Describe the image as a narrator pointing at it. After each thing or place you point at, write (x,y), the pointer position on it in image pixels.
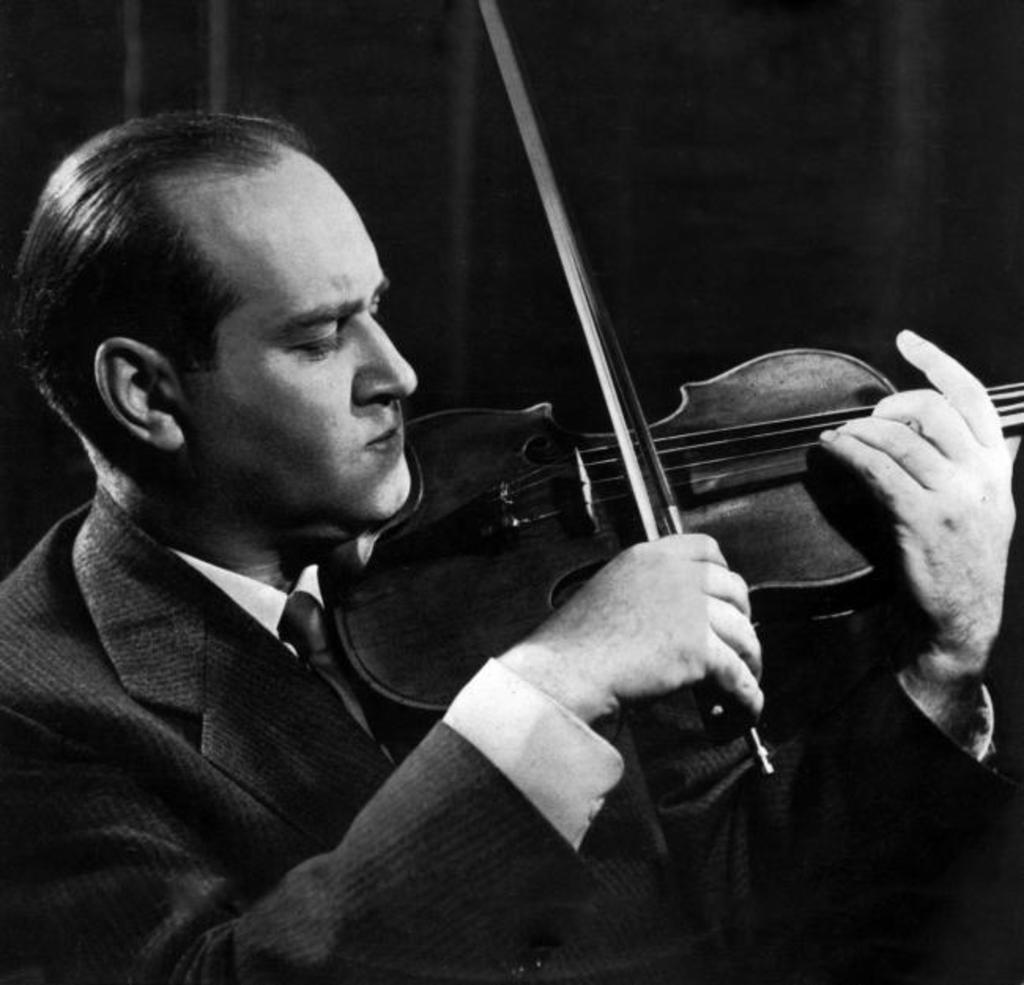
In this picture a man (314,506) is playing a musical instrument (800,551) holding in his hand (687,537).
